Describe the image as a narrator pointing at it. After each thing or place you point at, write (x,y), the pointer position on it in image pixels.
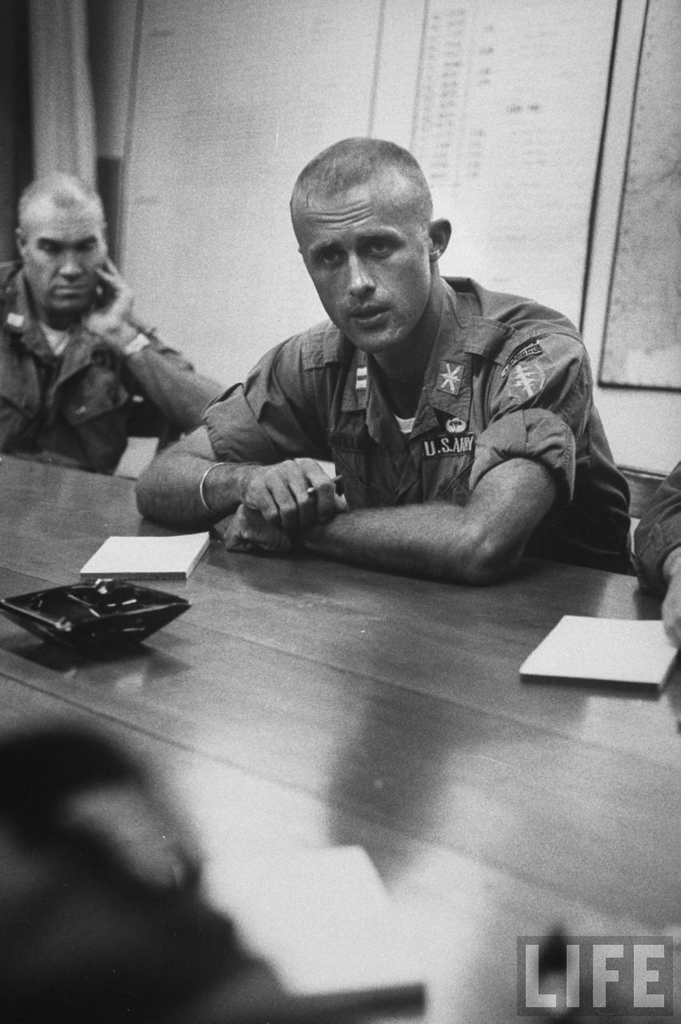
in this image some people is sitting on the chair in front of the table (291,719) and table (236,697) has some books (152,565) and something is there on the table (294,709) and the background (9,247) is light.
